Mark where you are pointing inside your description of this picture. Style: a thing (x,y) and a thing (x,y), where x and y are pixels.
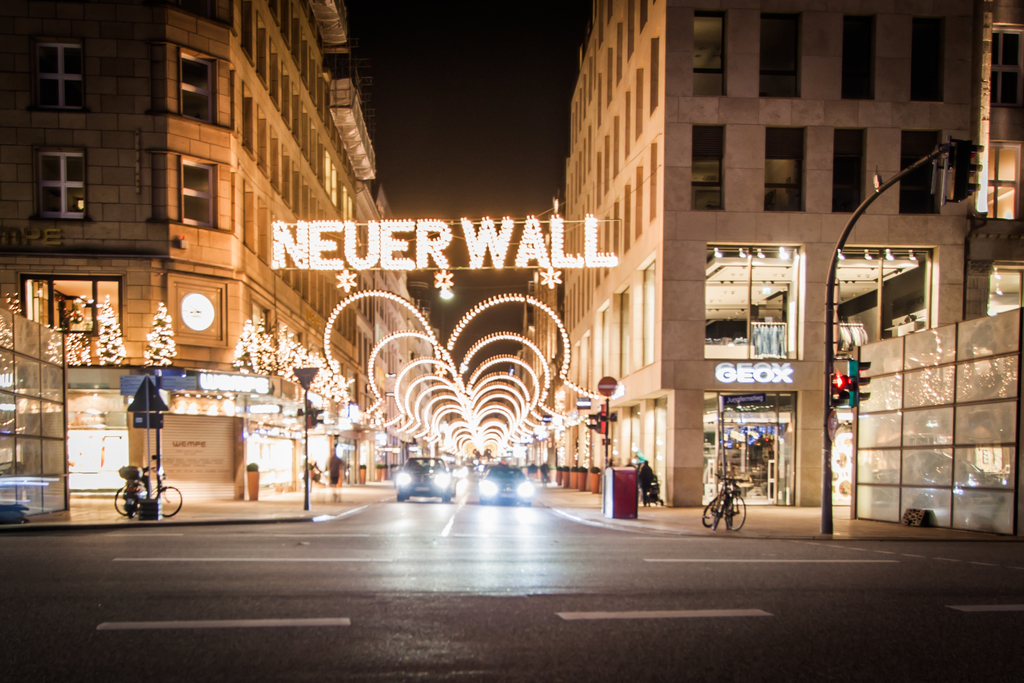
In this image we can see a road (443,526). On road (438,508) two cars (492,484) are moving. To the both side of the road (512,507) buildings (258,187) are there. In front of the building (183,396) pavement (244,513) is there. On pavement (686,511) bicycle (722,513), poles (606,457) and some plants (576,472) are there.
